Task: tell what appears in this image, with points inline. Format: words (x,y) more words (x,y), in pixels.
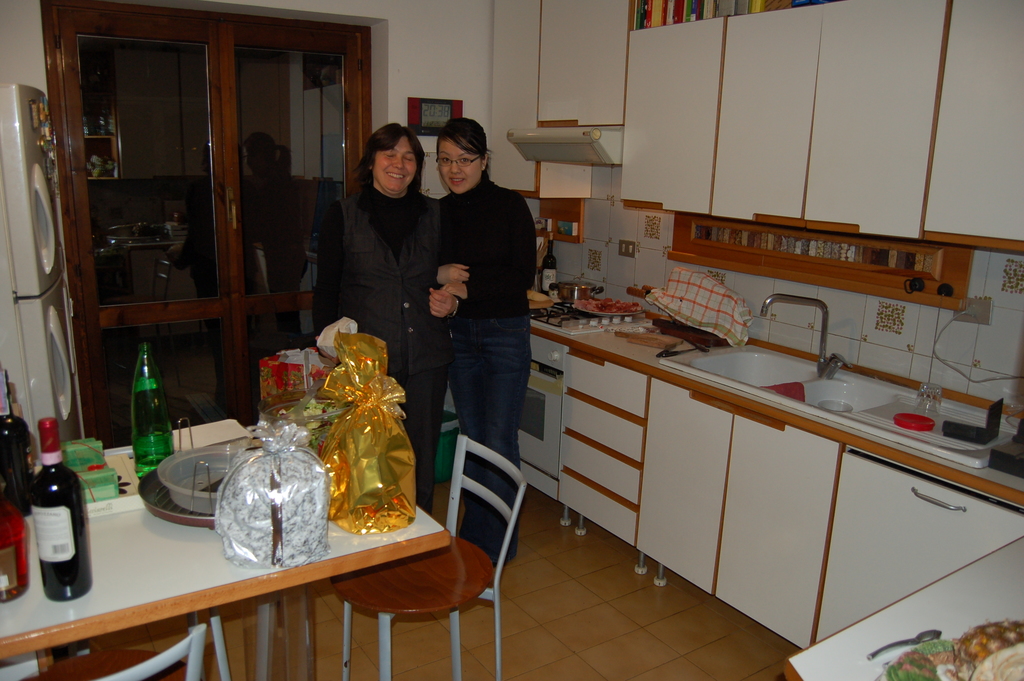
In this image there are two people (443,229) standing and smiling. There are bottles (41,505), bowls (180,493) on the table (178,584). There is a refrigerator (36,279) at the back of the table (42,609). At the right top (783,77) there is a cupboard (940,131), at the right bottom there is a sink (779,367), glass (926,405), bottle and a cloth (697,310). At the back of the two persons (420,263) there is a door (245,191).
